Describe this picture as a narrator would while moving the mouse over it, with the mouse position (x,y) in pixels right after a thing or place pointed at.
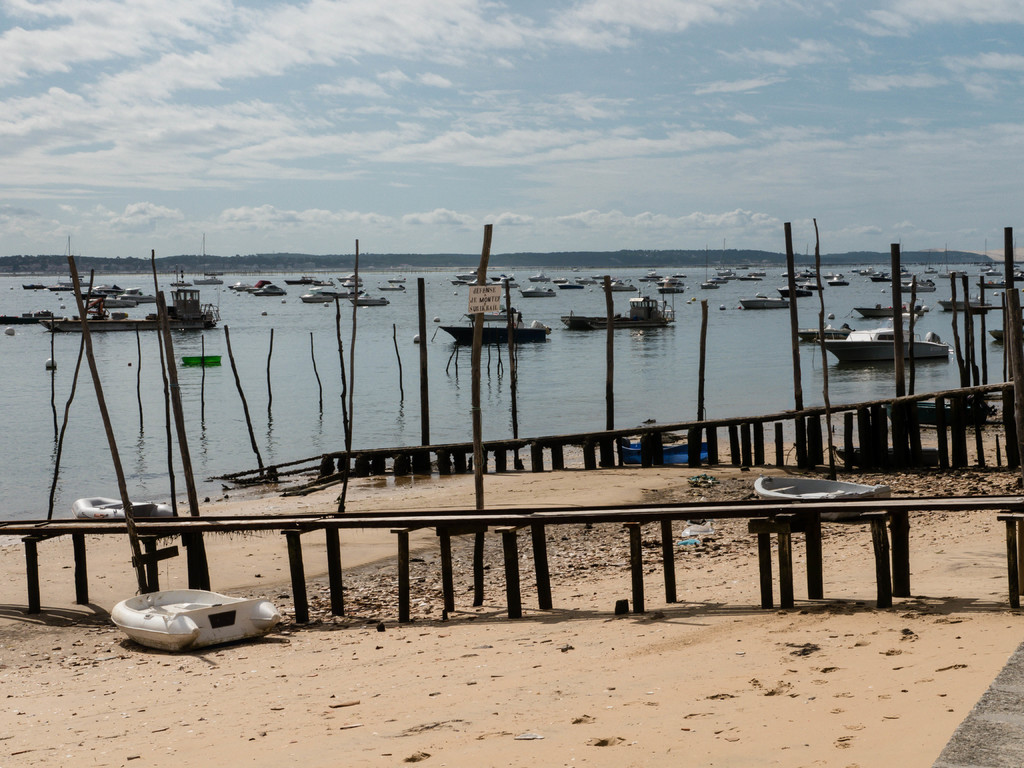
In this image I can see some wooden objects (508,571) and the white color objects (212,613) on the sand (435,633). To the side of the sand (568,689) I can see the boats (525,332) in the water (371,323). In the background (462,258) there are mountains (516,259), clouds (300,161) and the sky (213,110).
